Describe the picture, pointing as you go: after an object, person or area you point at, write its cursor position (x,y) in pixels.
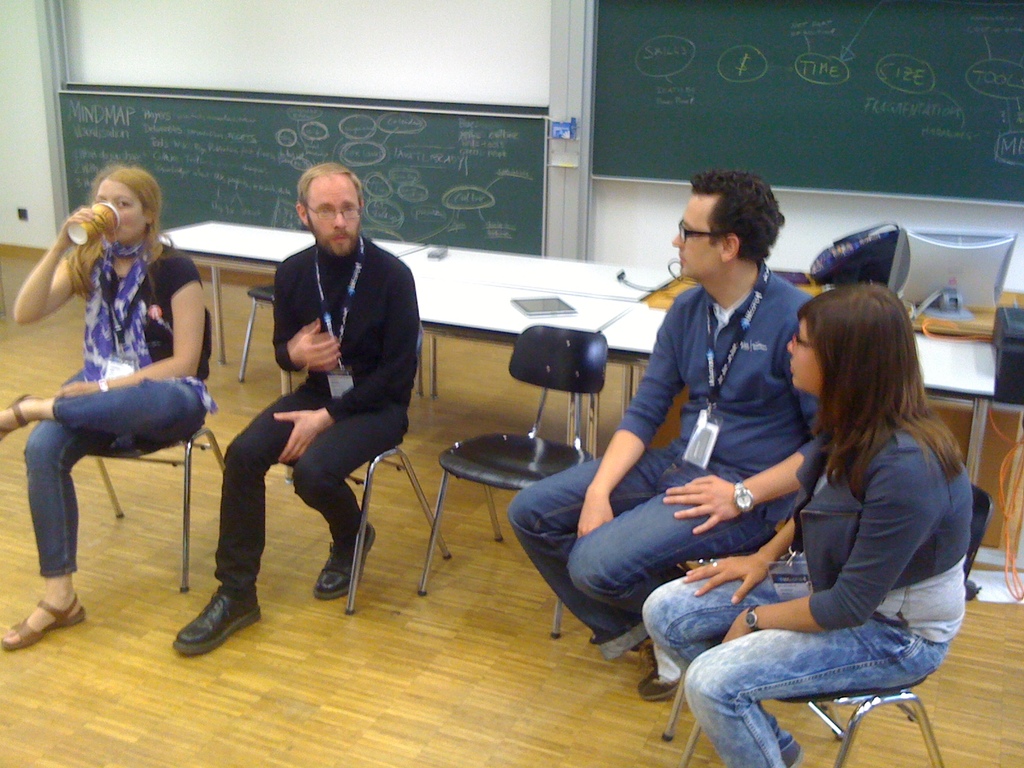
In the image we can see there are people (824,543) who are sitting on the chair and at the back (428,164) there is a board (698,130) on which it's written with chalk (172,158).
